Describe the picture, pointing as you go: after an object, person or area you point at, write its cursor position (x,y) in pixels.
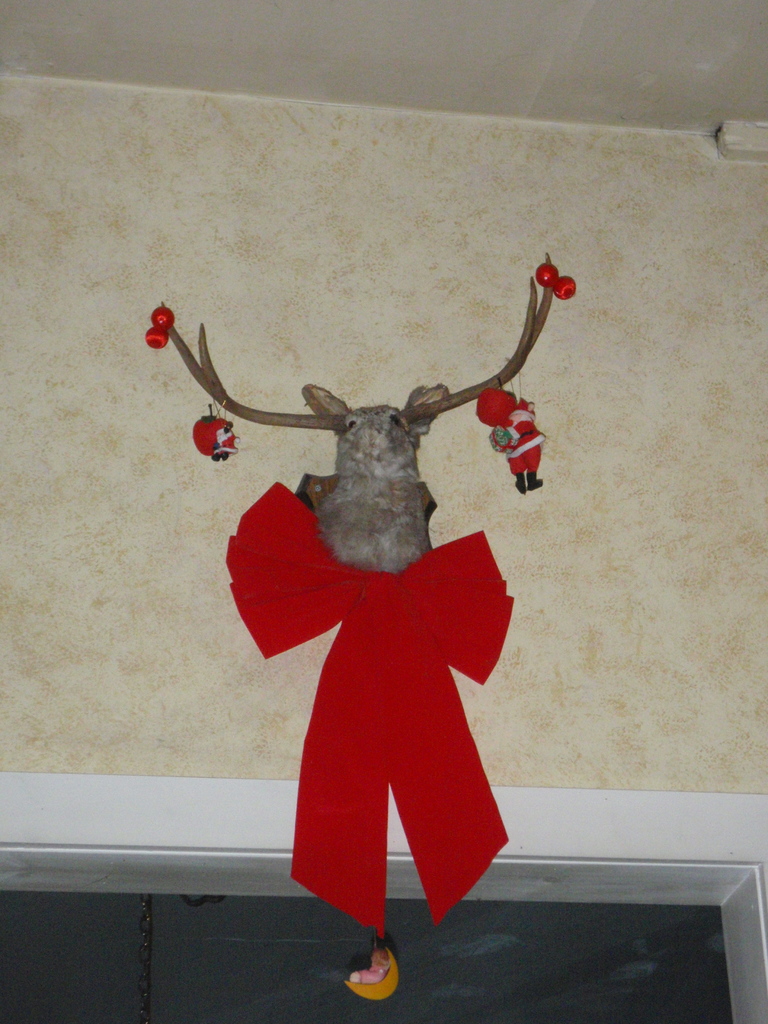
In the picture we can see a wall (137,456) on the top of a door frame (753,796), on it we can see antlers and some animal (342,549) with fur (329,517) to it and under it we can see a bow (443,566) which is red in color decorated with red balls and Santa Claus image (512,445).
